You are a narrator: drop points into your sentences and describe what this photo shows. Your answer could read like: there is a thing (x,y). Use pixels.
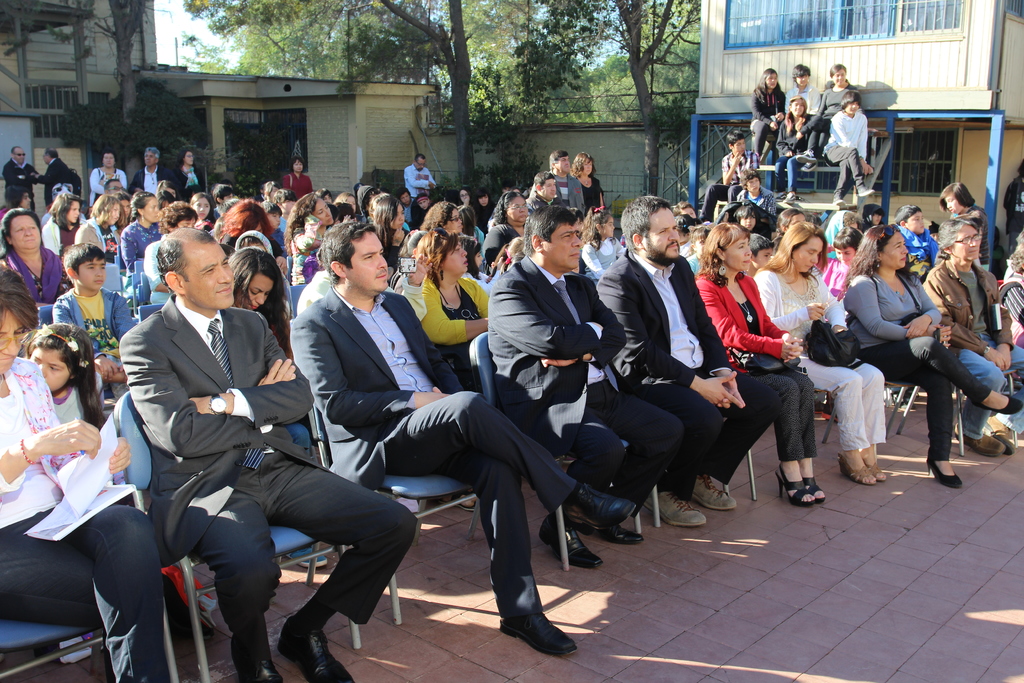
In this picture we can see a group of people (410,345) sitting on chairs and some people (196,183) are standing on the path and behind the people (360,242) there are houses (45,46), trees (506,155), wall (537,155) and a sky (196,36).
